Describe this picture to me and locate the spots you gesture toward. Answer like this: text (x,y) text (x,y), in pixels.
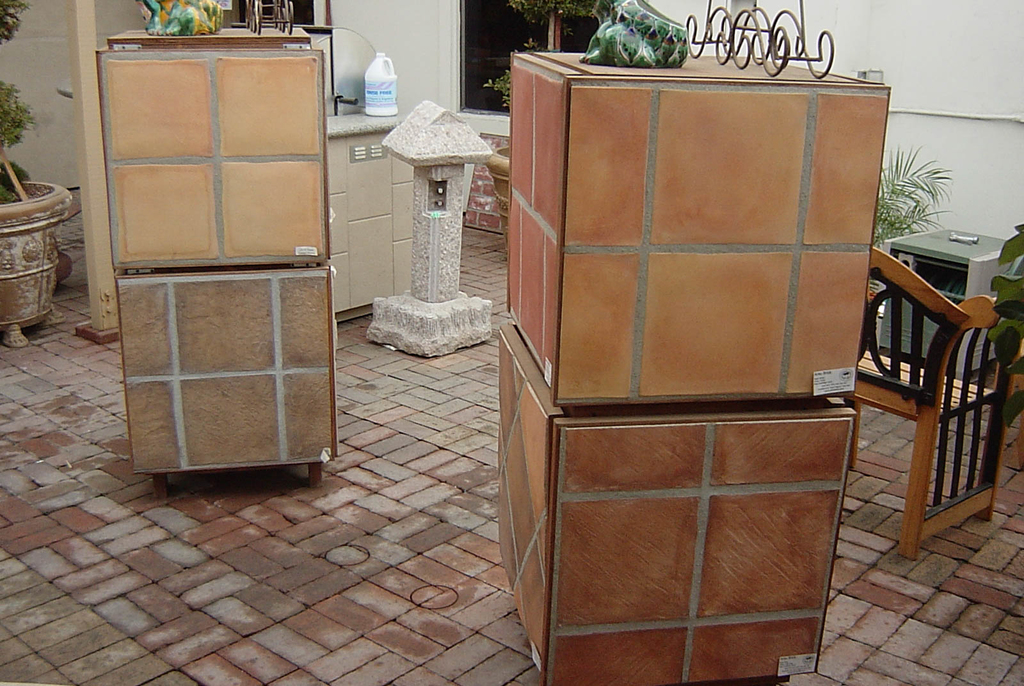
In this image, I can see the boxes (675,421) with objects (665,43) on it, a chair (907,389) and few other objects (457,278) on the floor (332,546). On the left side of the image (38,312), there is a flower pot (30,204) with a plant (27,120). In the background (417,36), I can see a window (518,31) and the wall (230,21).
